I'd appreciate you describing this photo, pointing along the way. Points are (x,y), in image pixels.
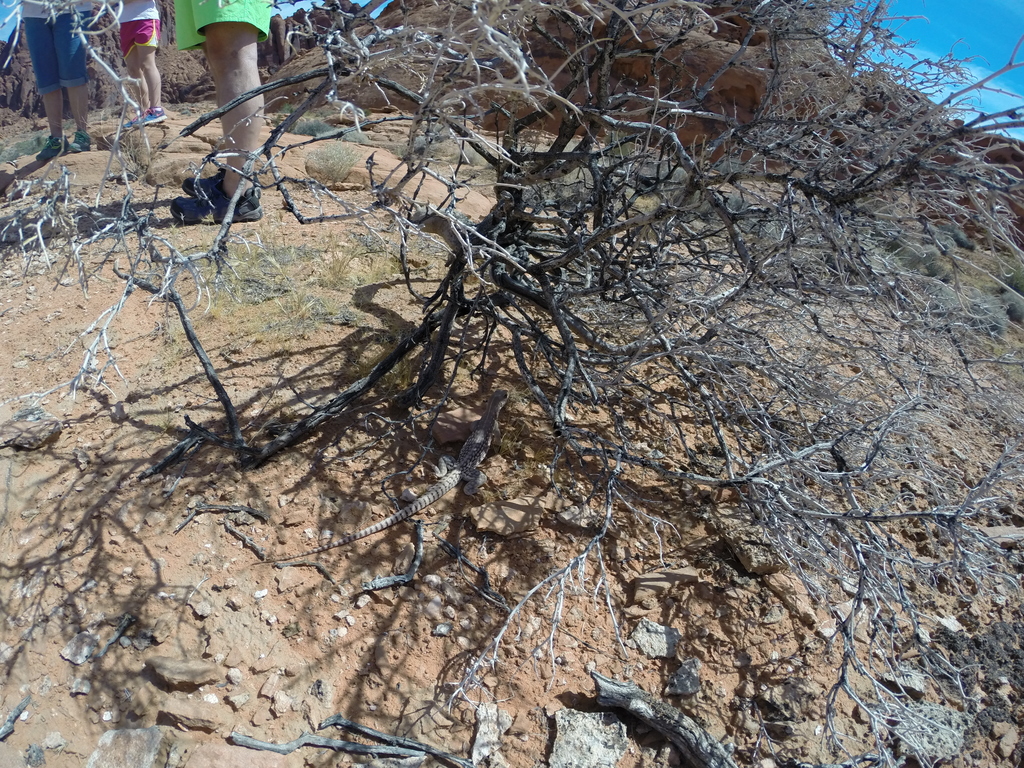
In this image, we can see a dry plant (834,189). There are persons legs (228,67) in the top left of the image (79,120). There is a lizard (489,438) in the middle of the image (471,453).
